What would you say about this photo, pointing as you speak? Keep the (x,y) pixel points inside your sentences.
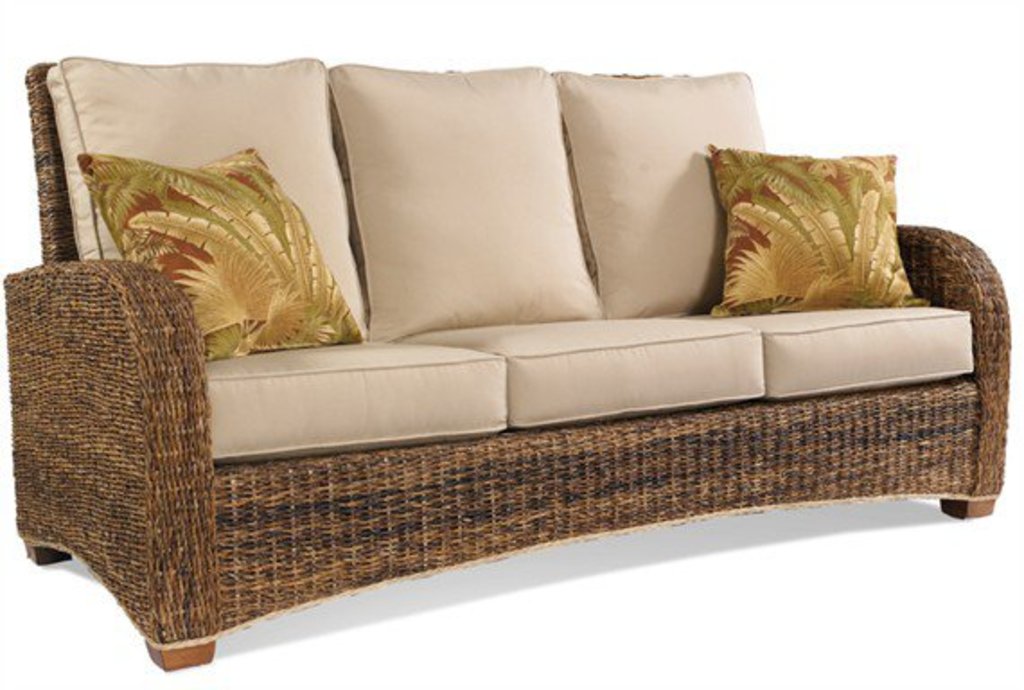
This image having a sofa (950,264) with the two cushions (714,162) on it.
